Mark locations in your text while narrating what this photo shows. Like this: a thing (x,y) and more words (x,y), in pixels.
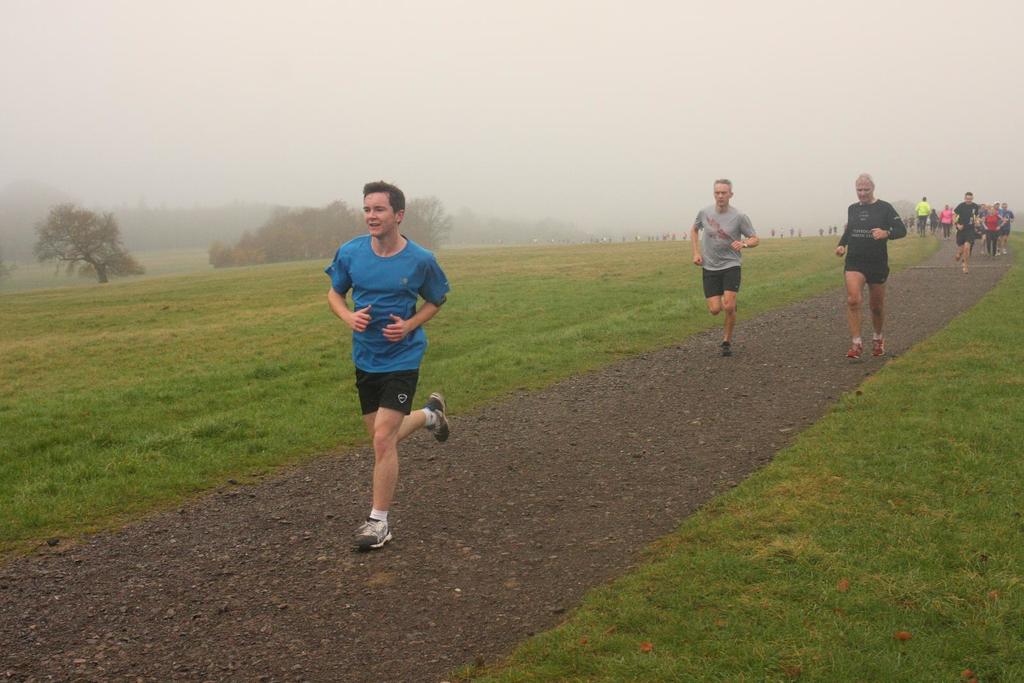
In this image, I can see groups of people (957,216) running on the pathway (390,565). This is the grass (96,381). These are the trees (101,250). I think this is the fog (609,127).
